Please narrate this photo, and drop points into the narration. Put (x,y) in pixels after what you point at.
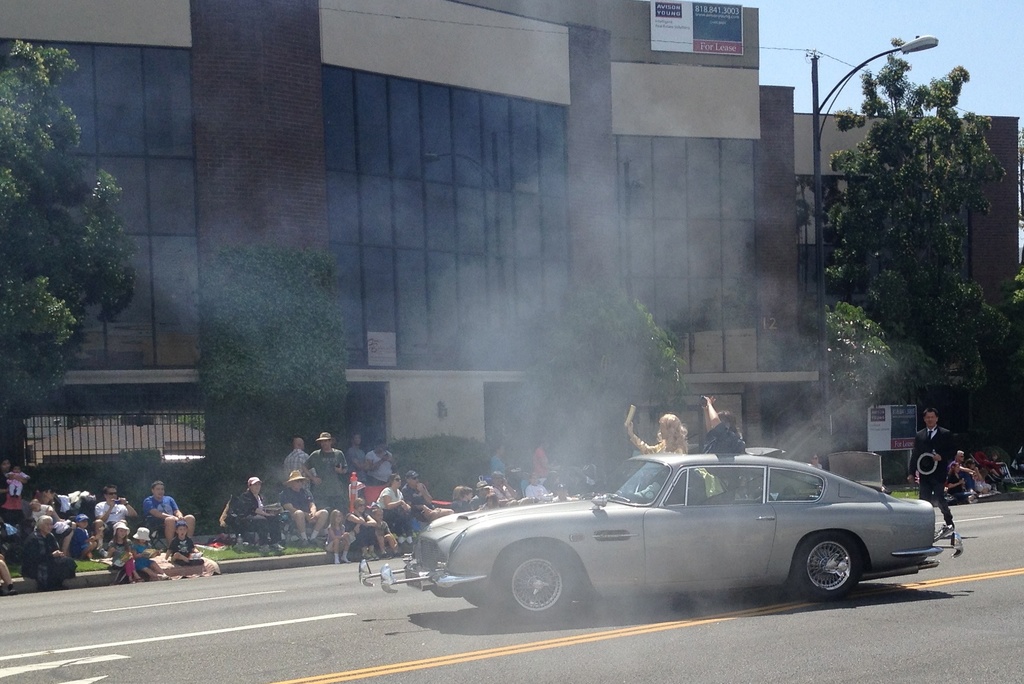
In this image we can see a building (621,199), there are trees (985,180), there are group of people (501,494) sitting on a grass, there is a car (581,533) travelling on a road (725,630), there are group of people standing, there is a street light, there is a sky (813,33).
